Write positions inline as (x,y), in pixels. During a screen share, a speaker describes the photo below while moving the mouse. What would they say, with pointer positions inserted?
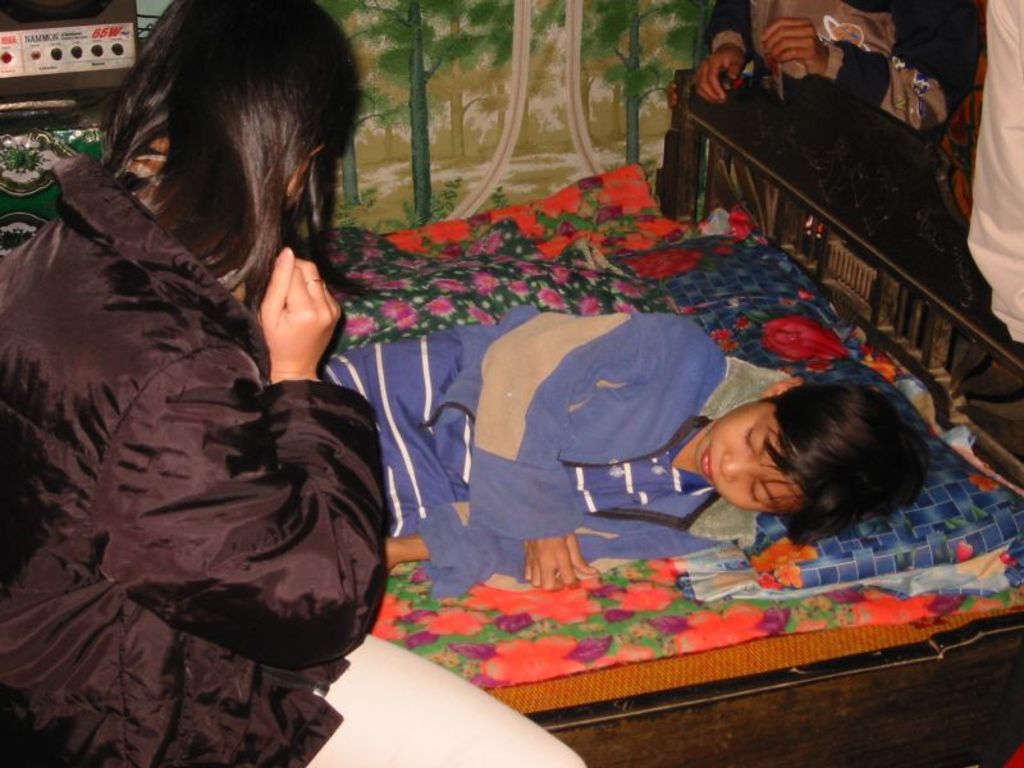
In this image, in the left side (186,626) there is a girl (102,402) sitting on a bed (693,714), in the middle (402,508) there is a kid (453,587) lying on the bed (698,702) which is in black color, in the background (530,58) there is a green color cloth (537,87), there are some people (718,71) standing around the bed (849,129).
